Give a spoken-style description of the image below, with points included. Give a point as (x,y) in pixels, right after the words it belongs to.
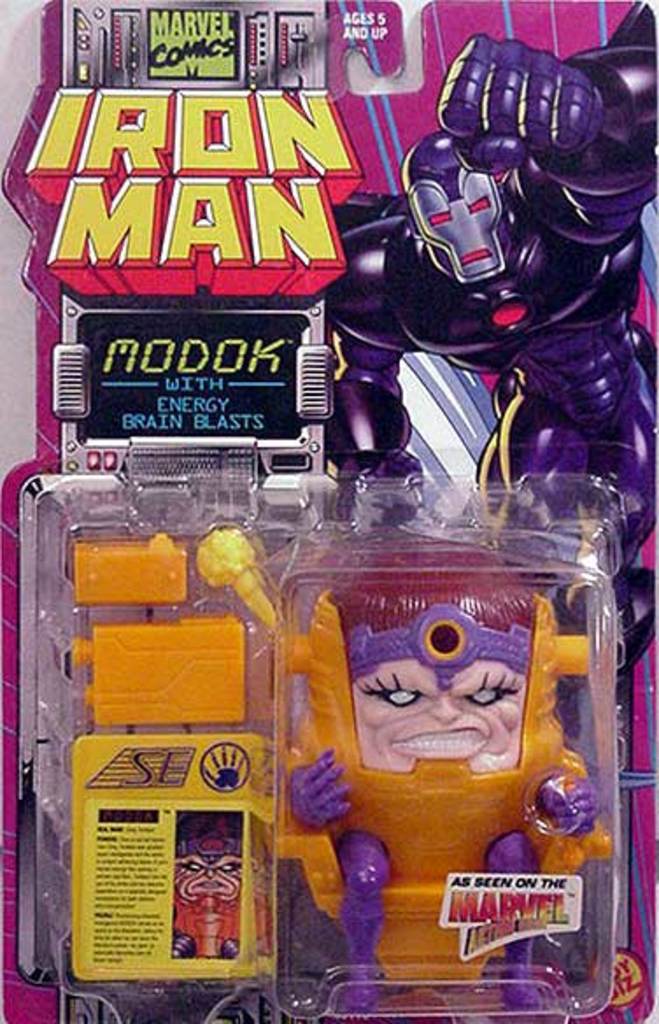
In this picture we can see there are toys (241,693) in a transparent material (285,685). Behind the transparent material (221,742) it looks like a card (129,473) and on the card (120,444) it is written something. On the transparent material (330,1014) there is a label (484,912).
